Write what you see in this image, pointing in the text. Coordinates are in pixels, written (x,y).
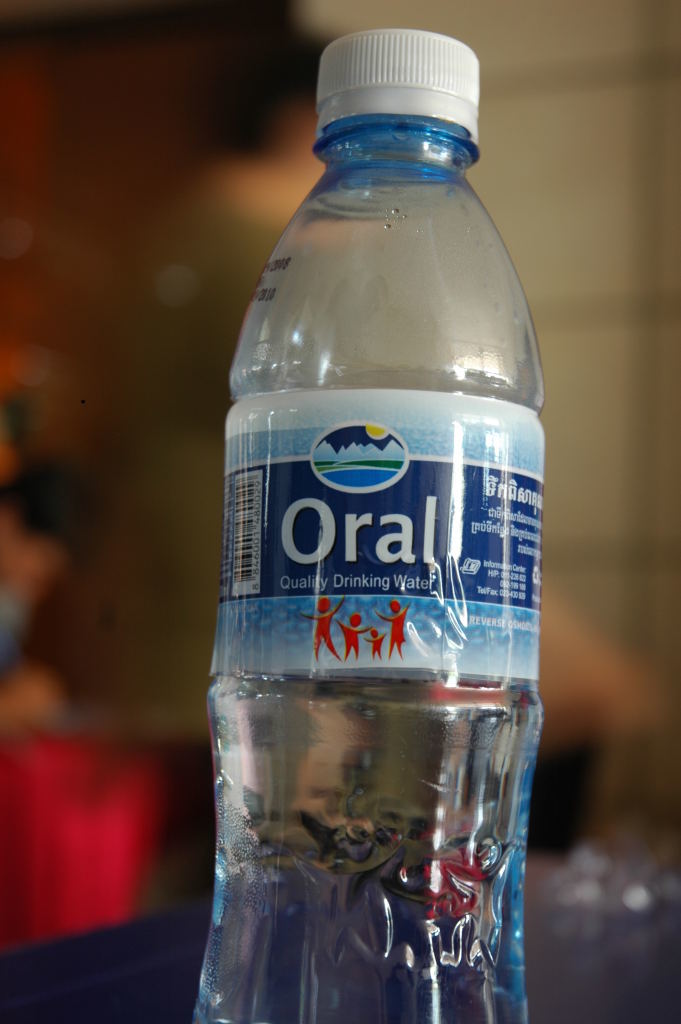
In this picture this is a water bottle (373,819) and the bottle (411,796) is covered with a sticker (401,583) and the cap (391,87) is in white color. Behind the bottle (319,598) is brown.
